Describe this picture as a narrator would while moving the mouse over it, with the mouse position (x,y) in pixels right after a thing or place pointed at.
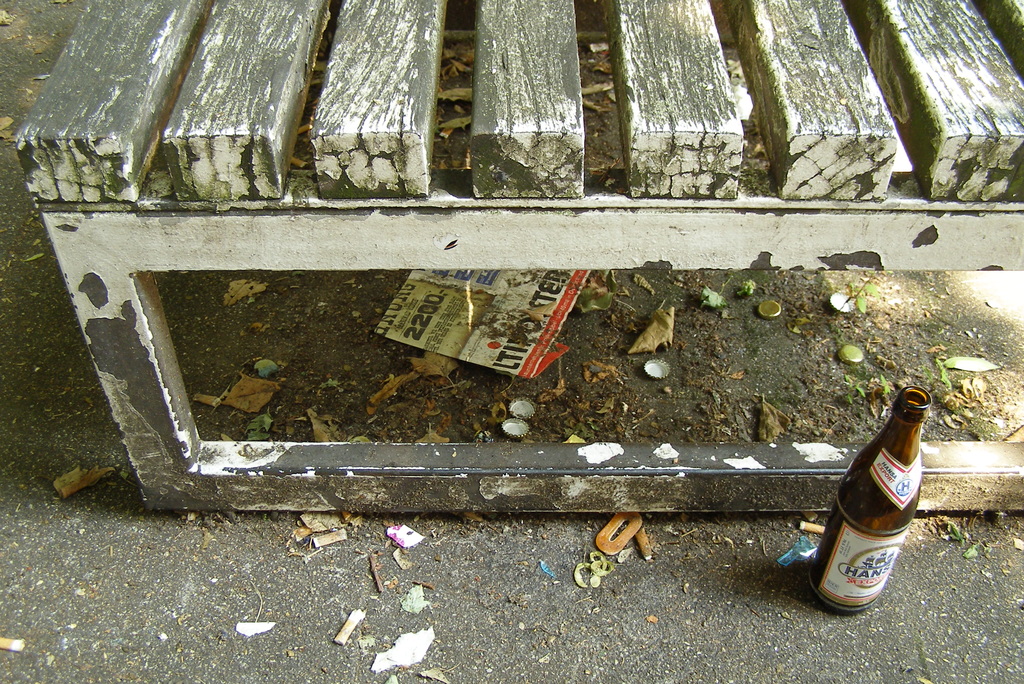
Under this bench (546,146) there is a paper (517,321), bottle caps (836,308) and dry leafs (670,342). Beside this bench (843,471) there is a bottle (869,543) with sticker (858,566).
